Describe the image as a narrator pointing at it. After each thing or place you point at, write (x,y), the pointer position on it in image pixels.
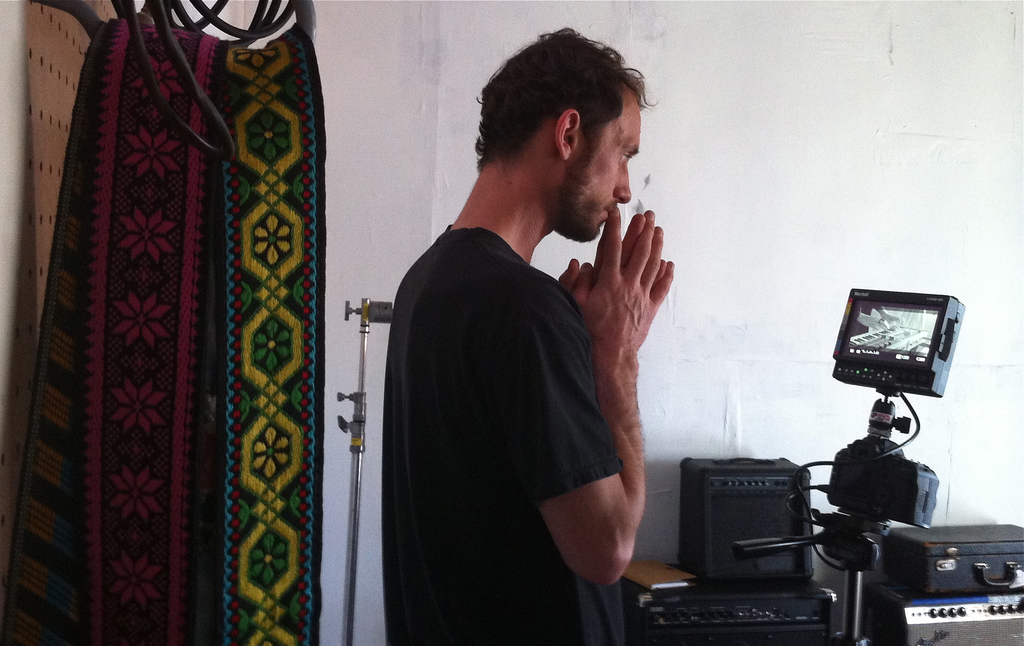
In this image I can see the person (527,300) with black color dress (492,461). In-front of the person (556,495) I can see the camera (907,501), screen (910,332), briefcase (954,557) and electronic gadgets (741,609). To the left (136,266) I can see the cloth (157,223) and metal rod (353,396). In the background (442,88) I can see the white wall (447,150).
